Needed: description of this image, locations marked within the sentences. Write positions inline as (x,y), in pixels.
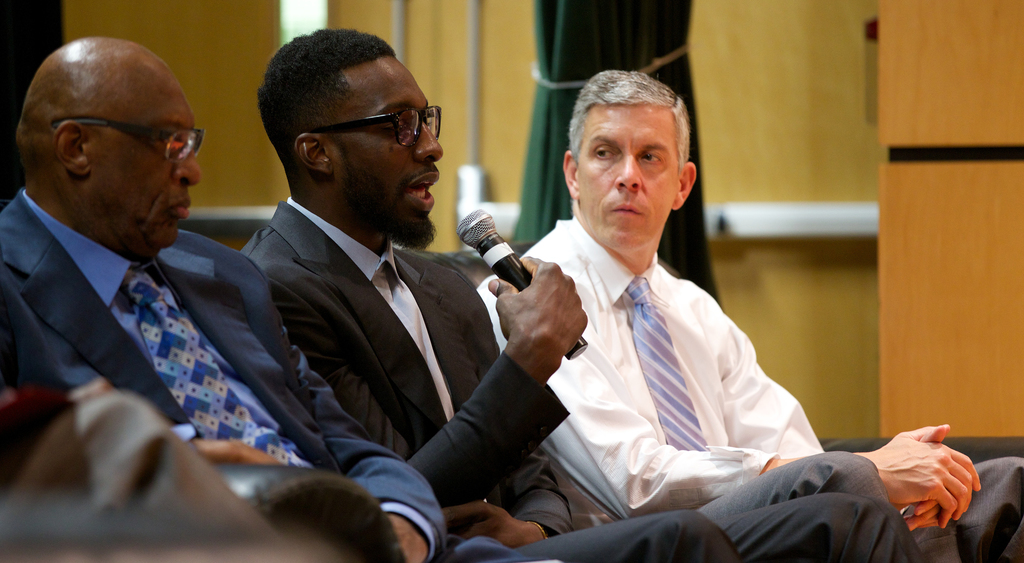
In the foreground (425,230) I can see three persons (604,457) and a person (531,394) is holding a mike (491,239) in hand (525,352). In the background (964,203) I can see a wall (881,132) and a curtain (557,92). This image is taken in a hall (798,110).
